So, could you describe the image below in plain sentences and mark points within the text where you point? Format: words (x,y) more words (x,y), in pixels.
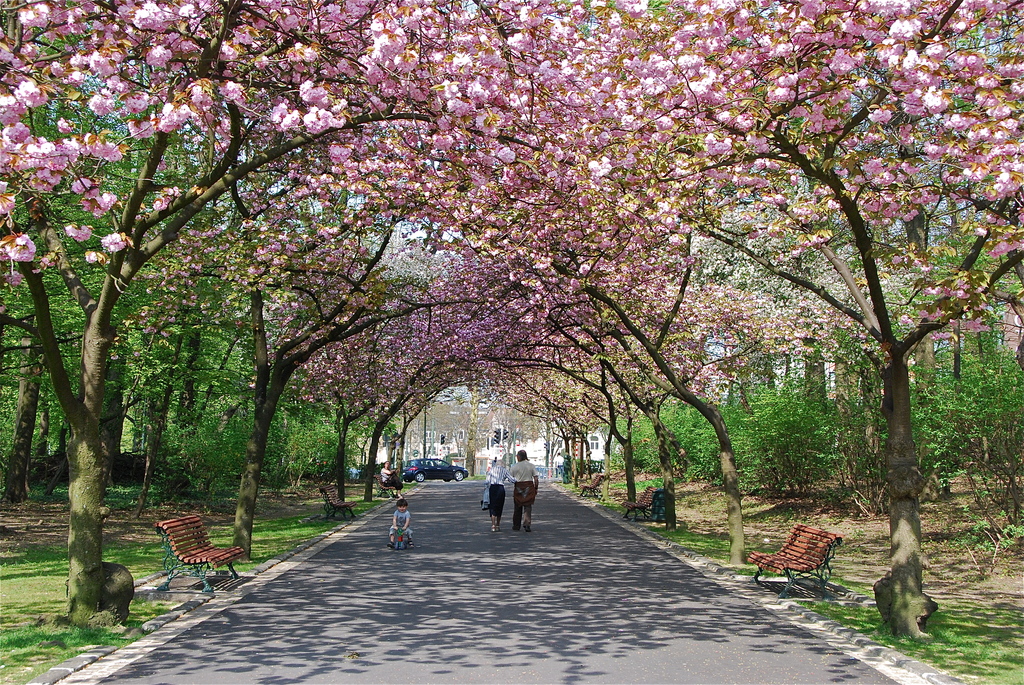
In this image there are two people (517,491) walking on the road (445,495) and a child (402,520) is riding a bicycle (402,538), there is a person (391,470) sitting on the bench (379,478) and there is a vehicle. On the left (69,384) and right side of the image (865,313) there are trees (568,386) and benches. In the background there are buildings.
